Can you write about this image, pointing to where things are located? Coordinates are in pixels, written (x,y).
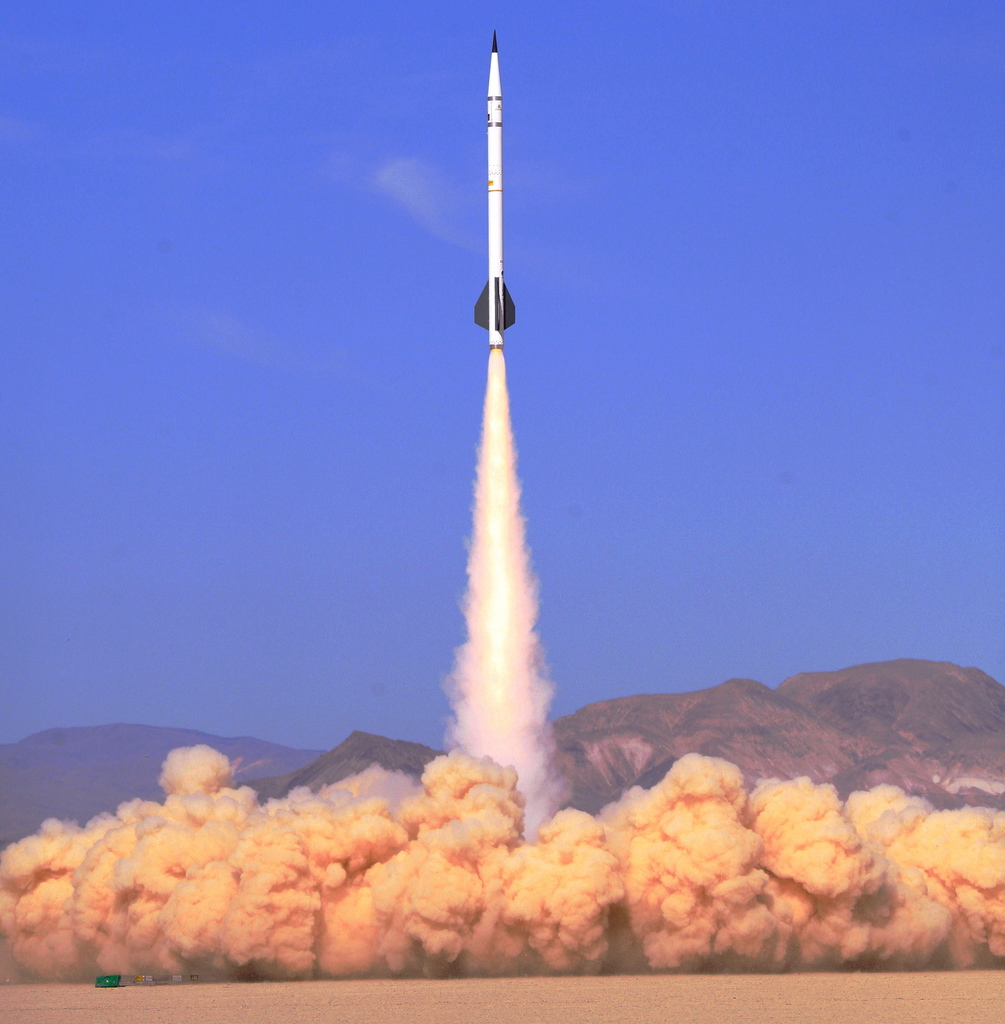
In this picture i can see a rocket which is flying and also i can see a lot of smoke (217,777) and also i can see a mountain (152,787).
